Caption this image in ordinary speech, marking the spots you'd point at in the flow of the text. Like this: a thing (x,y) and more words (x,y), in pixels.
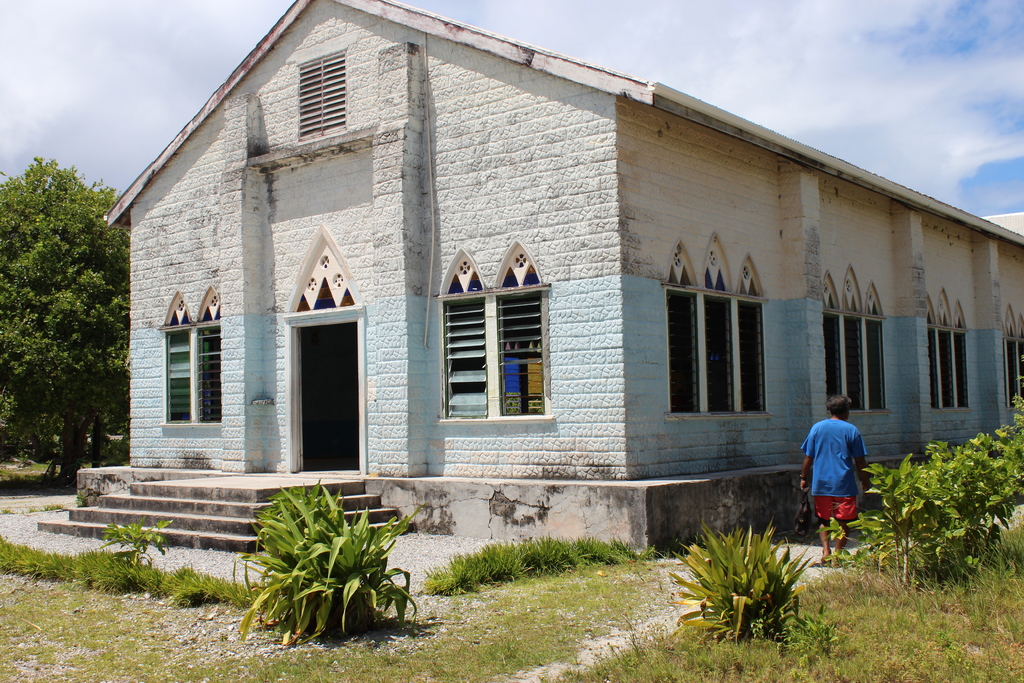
In this image there is a house (384,307) in the middle (453,265). On the right side (803,477) there is a man (819,458). At the top (877,47) there is the sky (927,34). On the left side (56,274) there is a tree (72,307). In front of the house (232,370) there are steps (213,480). At the bottom (219,637) there is ground (529,621) on which there are small plants (315,592) and stones (204,614).
